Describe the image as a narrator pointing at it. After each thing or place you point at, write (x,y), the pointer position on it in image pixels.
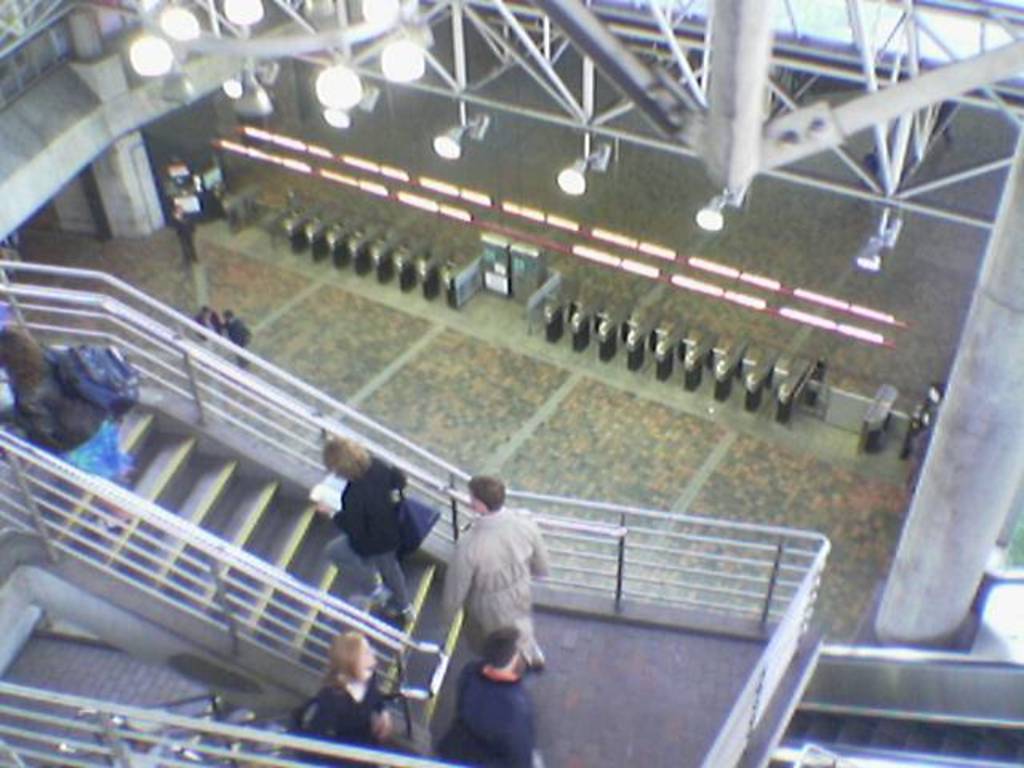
This image might be taken in the airport (610,342). In the center of the image (451,283) there is a access gateway (630,341). At the bottom of the image (480,723) we can see persons (379,730) on the stairs (259,532). At the top of the image (907,206) we can see lights (599,150) and iron rods (653,95).
